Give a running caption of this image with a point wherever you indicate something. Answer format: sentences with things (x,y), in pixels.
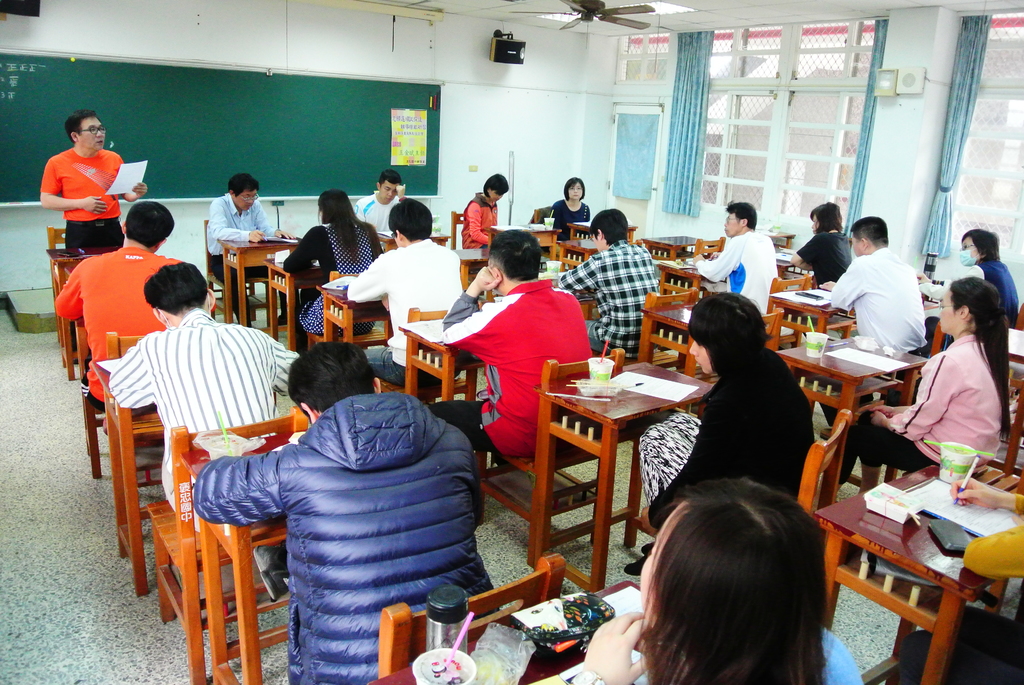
in the picture we can see a class room (236,311), in which all the students (301,309) are sitting in the chair (433,386) in front of their desk (246,548), on the desk (564,404) we can see different items (641,385) such as paper (666,387), water bottles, pens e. t. c. here in the picture we can see fan (604,18), board (317,126), and a person (107,165) standing and reading something.
